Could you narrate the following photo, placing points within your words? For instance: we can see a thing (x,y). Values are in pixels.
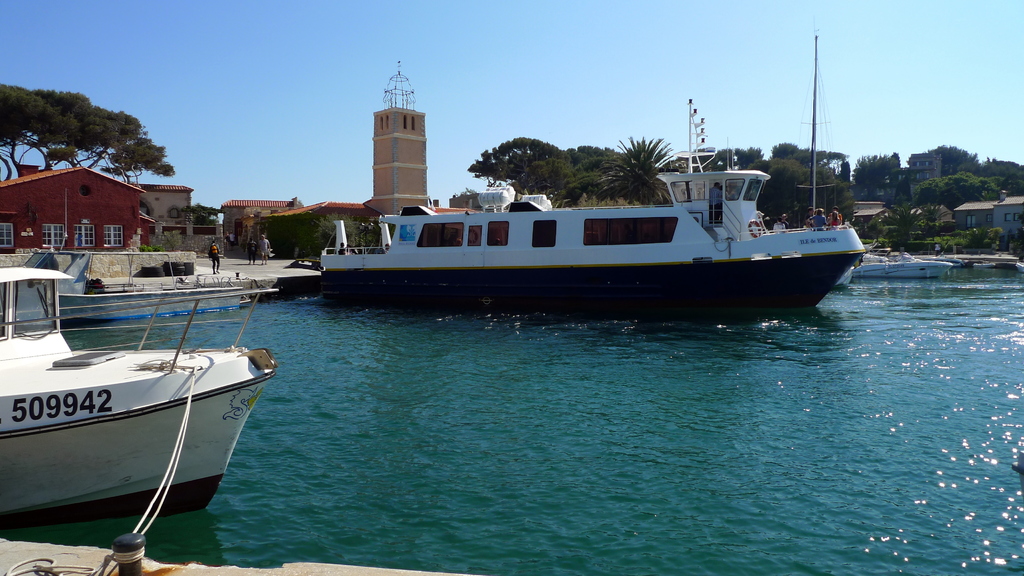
In this picture we can see white color boat (516,269) in the water (580,349). In front (40,449) left side we can see small white color boat (153,382) on the harbor (132,529). In the background (401,177) there is a brown tower (404,204) and some shed houses (242,205) with many trees (577,172).
